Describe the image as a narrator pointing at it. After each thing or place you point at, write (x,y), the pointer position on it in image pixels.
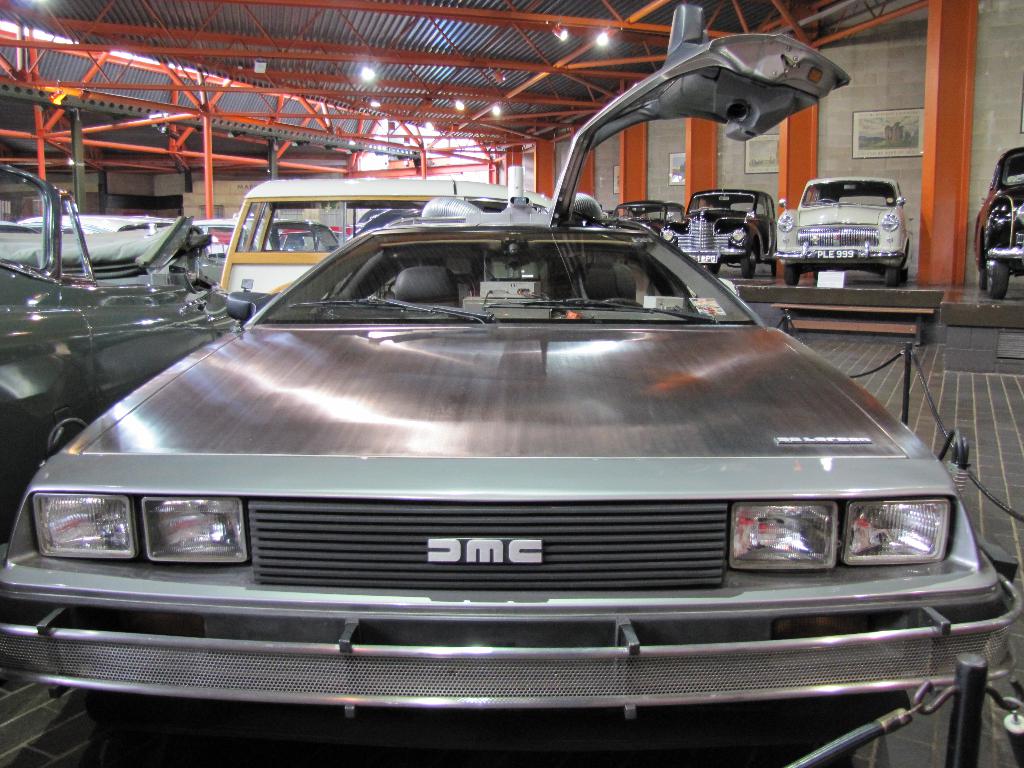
In this image there are a group of cars (273,292), and in the background (921,117) there is a wall (990,130) and some photo frames (890,126) on the wall (1005,143) and also there are some pillars (952,119) and poles (178,153). At the top (366,37) there is ceiling (381,35) and some lights (600,37), and at the bottom (65,711) there is a floor (996,387).
